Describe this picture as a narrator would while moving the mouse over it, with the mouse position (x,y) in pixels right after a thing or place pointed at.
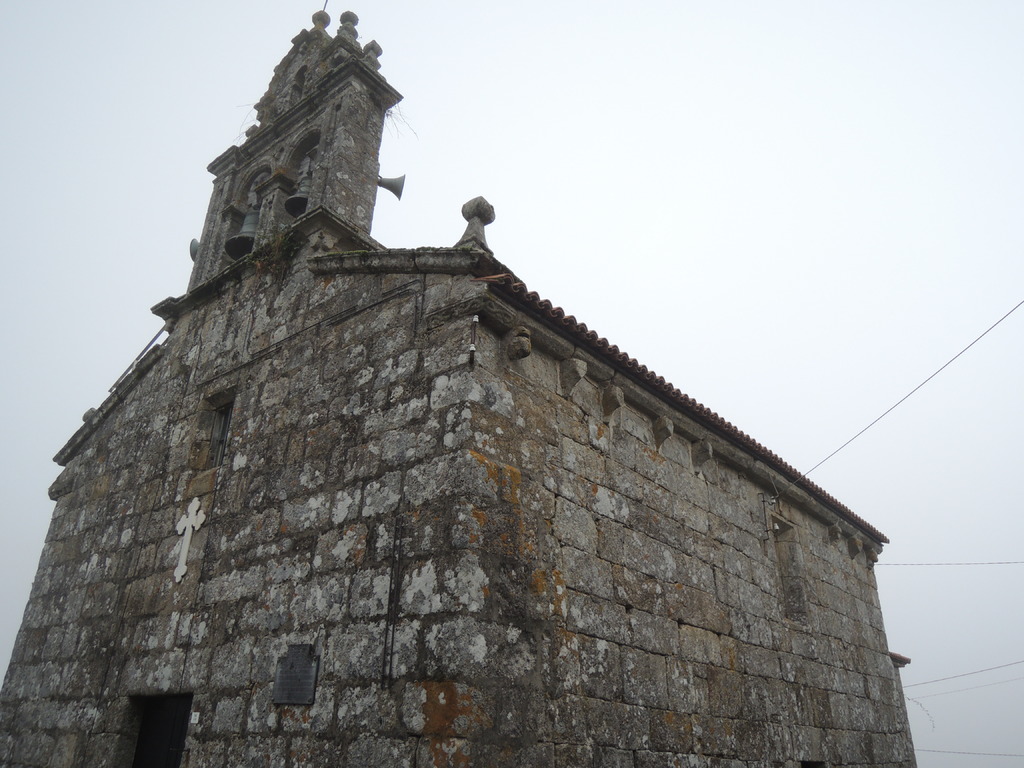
In the picture we can see the old church building (467,574) and behind it, we can see the sky (603,332).
